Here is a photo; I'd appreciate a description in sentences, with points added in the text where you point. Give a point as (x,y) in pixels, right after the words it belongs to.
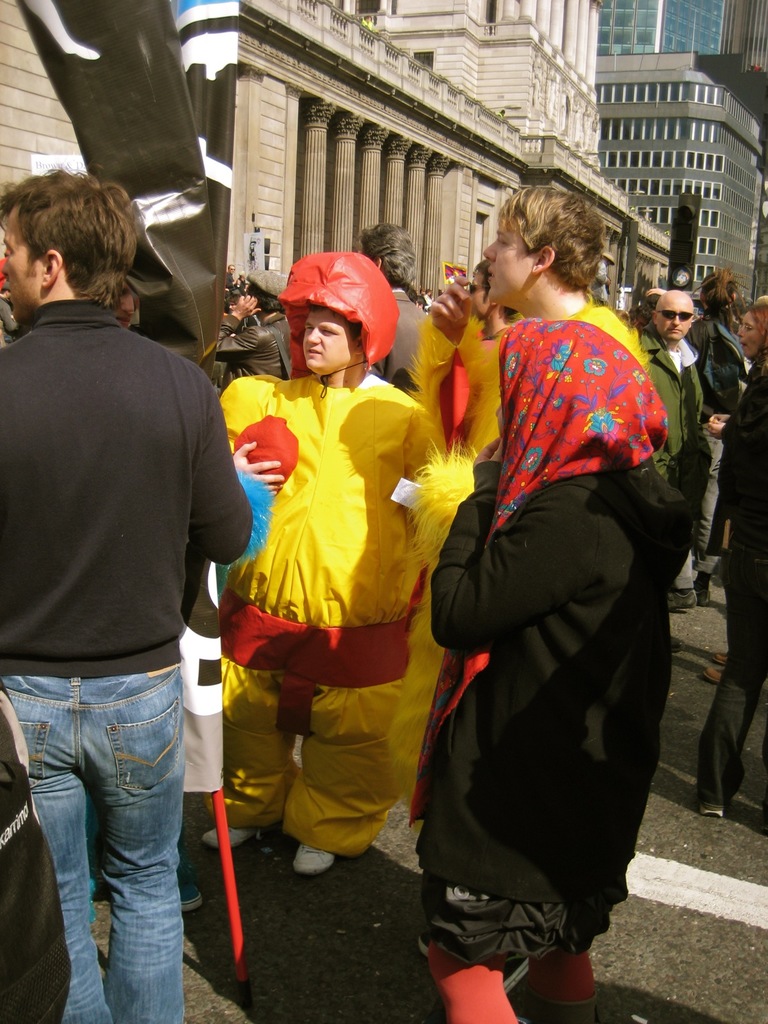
In this picture there is a clown (321,312) in the center of the image (399,392) and there are people (532,510) on the right (560,487) and left side of the image (78,348), there are buildings (412,128) at the top side of the image (463,150).
